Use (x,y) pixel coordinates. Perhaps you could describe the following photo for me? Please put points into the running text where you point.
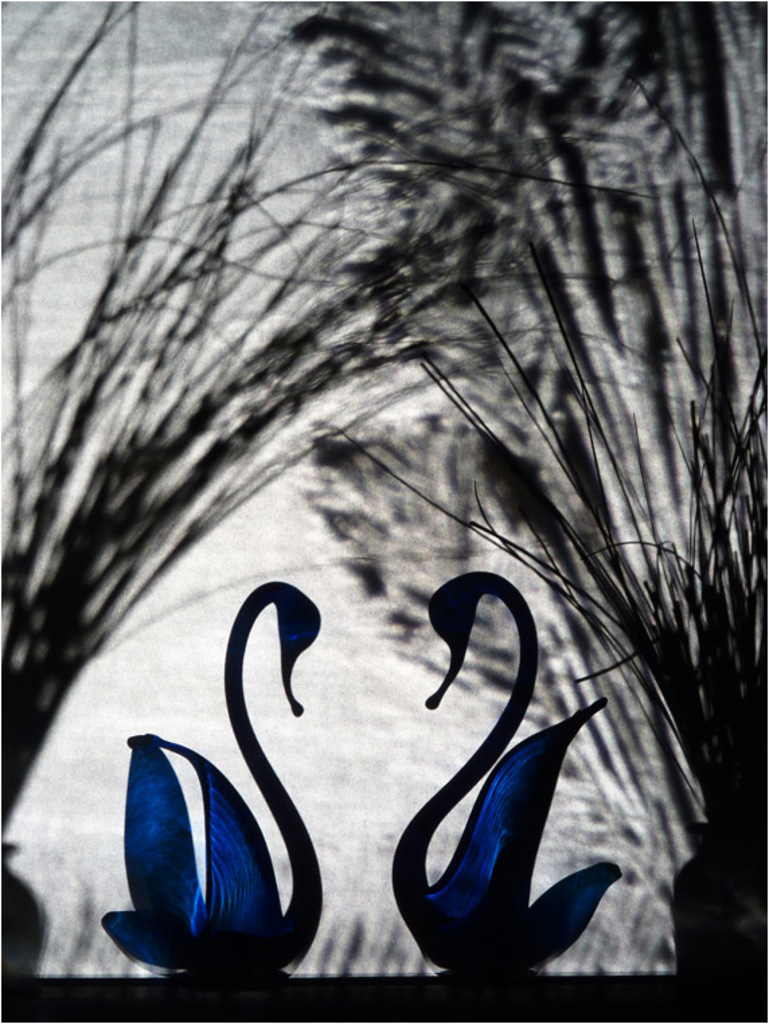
In this image I can see at the bottom (462,909) there are two blue color things (400,854) in the shape of swans. At the back side (83,616) there are plants (291,341) in black and white color.
